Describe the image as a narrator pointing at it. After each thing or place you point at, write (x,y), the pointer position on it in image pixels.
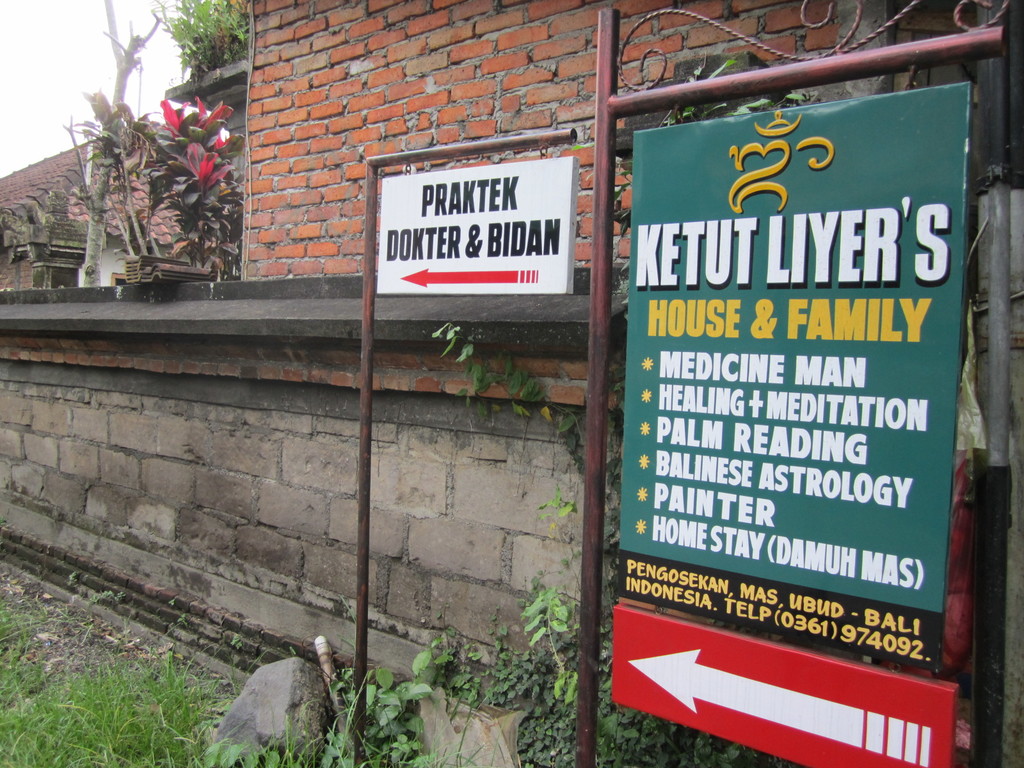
In this image I can see three boards (767,504). There is some text (781,239) on the boards (688,297). In the background (363,24) there is a wall (551,50). There is some grass (200,674) on the ground (200,674). I can see a building (116,252). At the top (57,14) I can see the sky (157,85).
